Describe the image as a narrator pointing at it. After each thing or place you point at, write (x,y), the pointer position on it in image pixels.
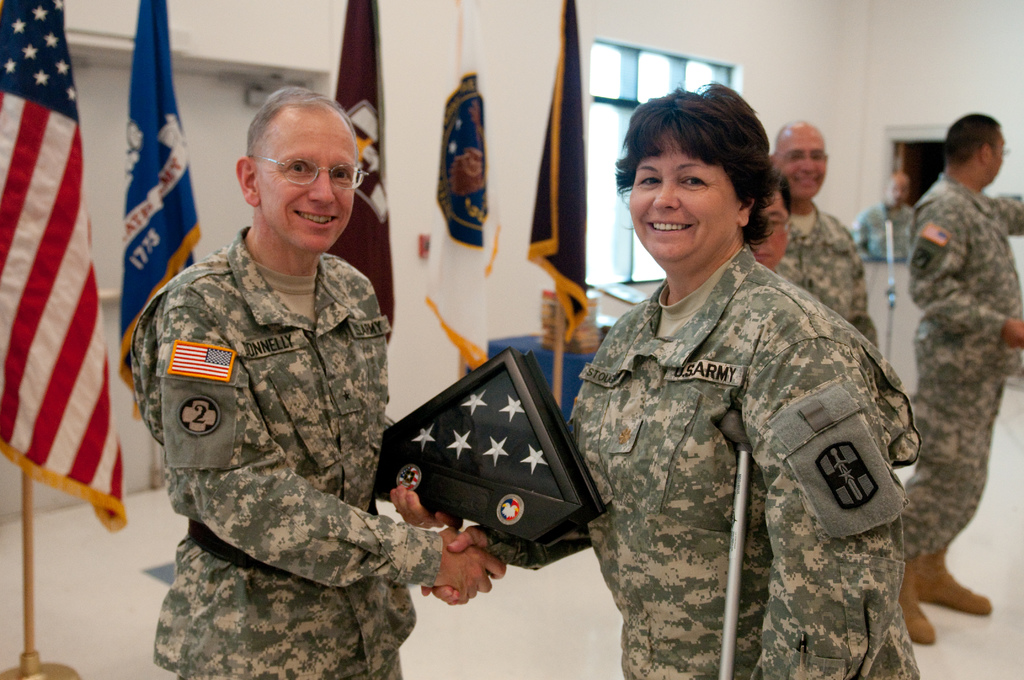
In this image we can see persons (603,459) standing on the floor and one of them is holding an object (468,404) in the hands (459,561). In the background (630,11) we can see flags (178,191), flag posts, window (641,67) and walls (103,154).
